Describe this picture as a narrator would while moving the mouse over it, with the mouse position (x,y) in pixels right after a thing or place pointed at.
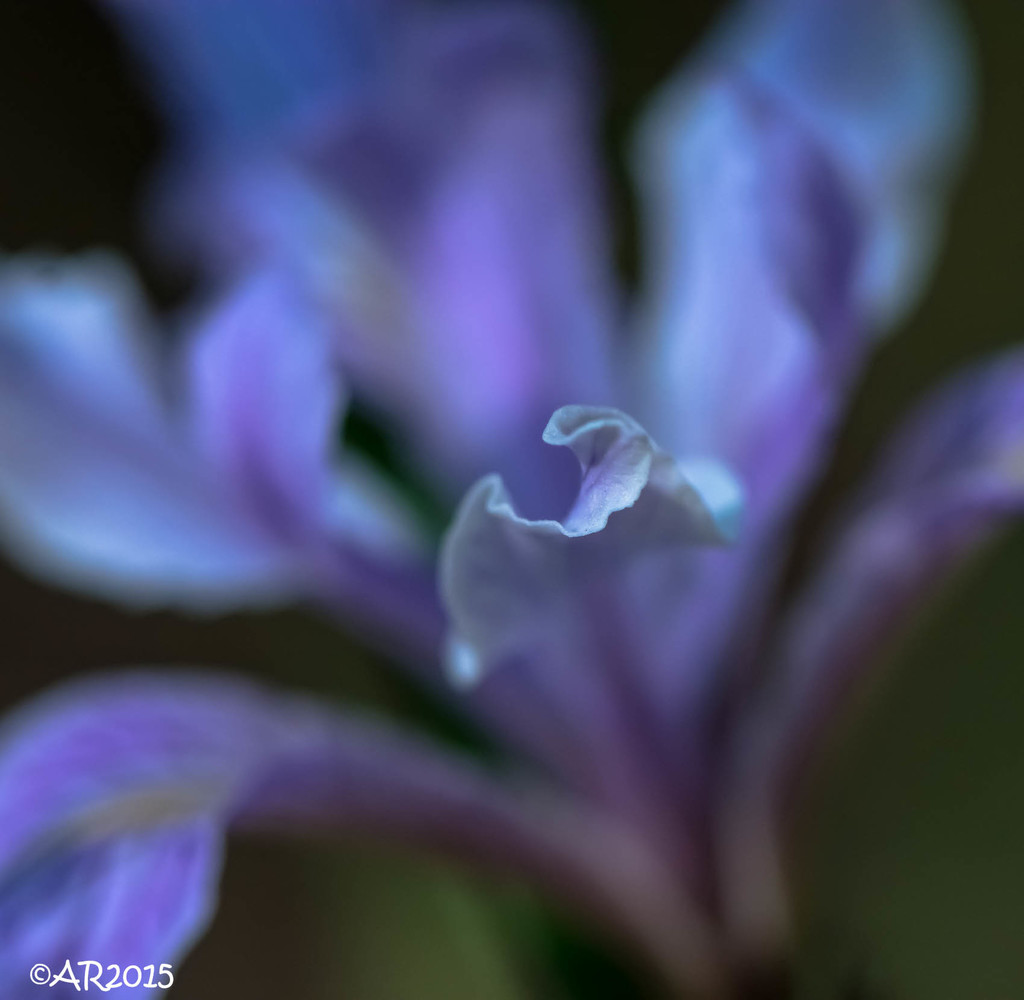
In this image we can see a flower (530,661).
